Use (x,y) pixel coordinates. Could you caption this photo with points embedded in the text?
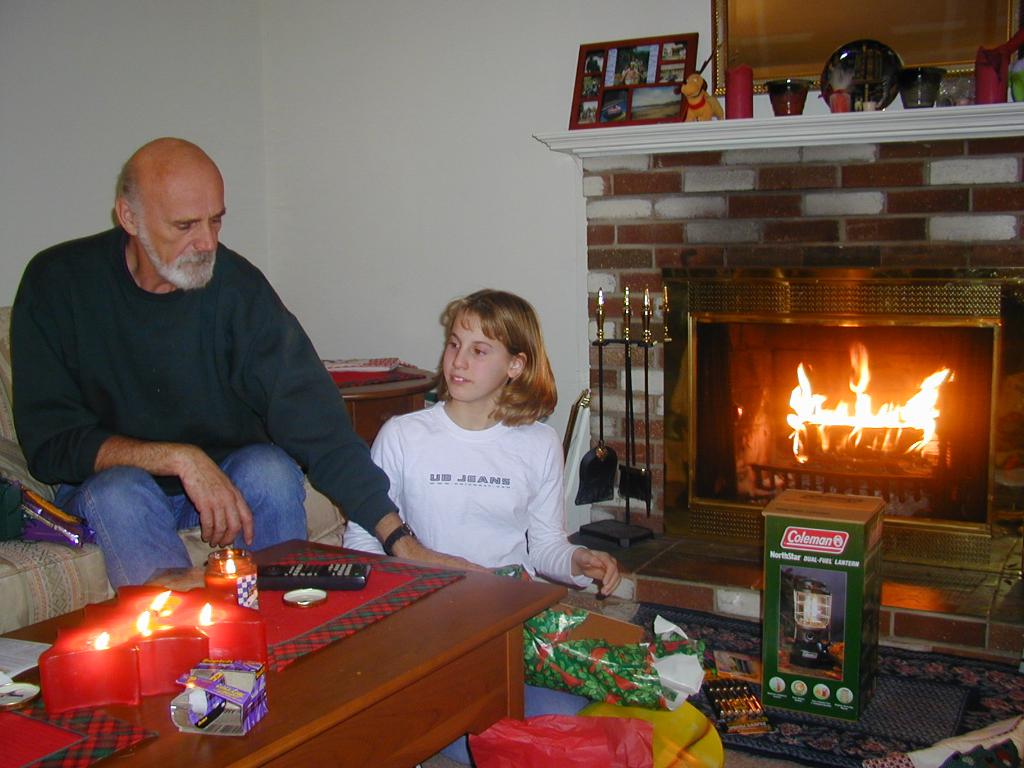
In this picture there is a guy (124,373) and a kid (424,434) sitting on the sofa (57,547) and floor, in front of them there is a table (415,644) filled with objects (296,580), candles (70,669). In the background (756,209) we observe a brick wall (727,235) and a fire (831,422) beneath it.
